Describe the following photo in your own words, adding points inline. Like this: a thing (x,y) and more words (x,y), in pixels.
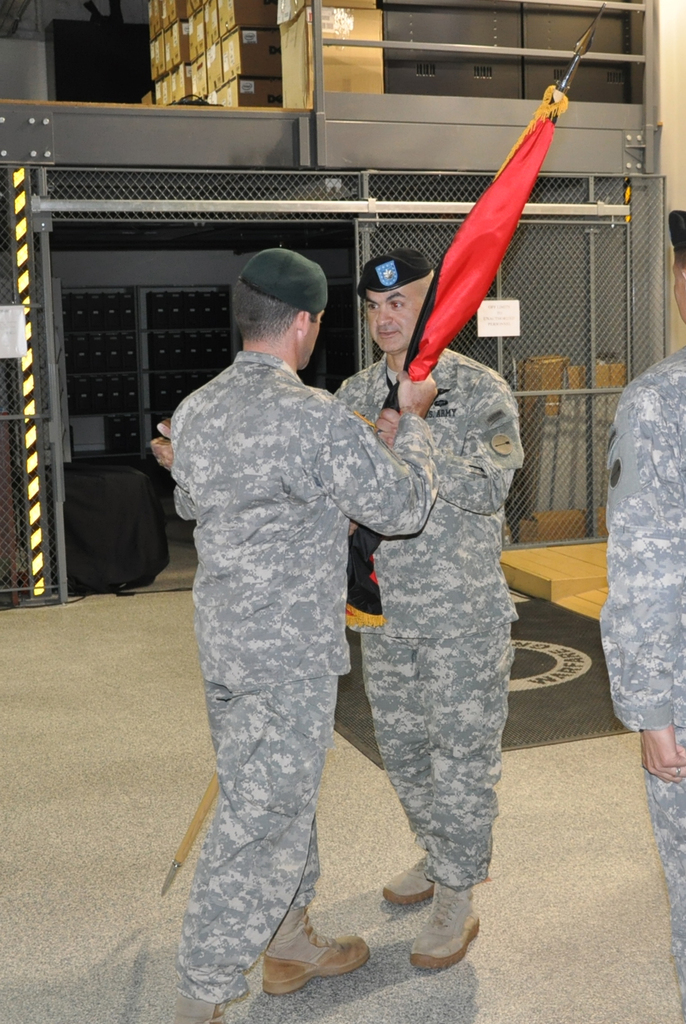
In this image we can see a group of people (395,500) wearing military uniforms (371,469) and caps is standing on the floor (349,761). One person (353,500) is holding a flag (211,805) in his hands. In the background (588,494), we can see a gate (606,319), a group of objects (200,312) placed on racks (149,371), group of cardboard boxes (347,53) placed on the surface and some metal poles (423,212).
